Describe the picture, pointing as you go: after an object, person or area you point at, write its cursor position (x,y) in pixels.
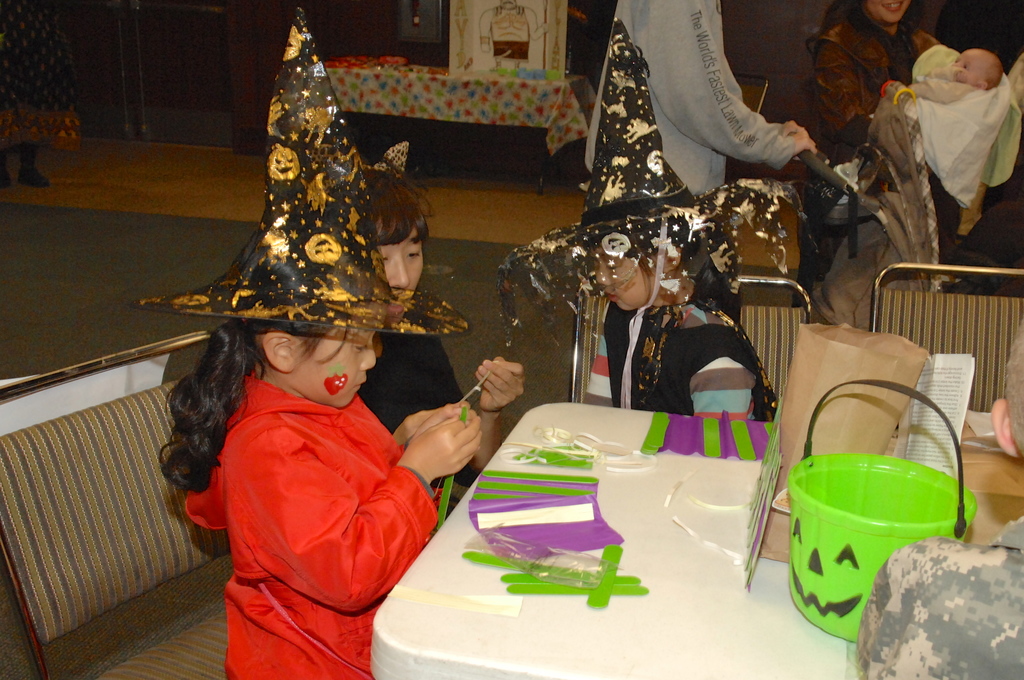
In the foreground of this image (337,475), there are girls (363,443) sitting on the chairs (776,359) near a table (693,585) on which, there are few decorative objects (577,533), a green bucket (871,541), a cover (825,375) and a paper (943,392) on it. On the right bottom (974,635), there is a man (989,635) and there is a woman (404,252) seems like sitting down behind the girl (349,409) and those two girls (343,419) are wearing hats (328,249) on their heads (646,216). In the background (727,149), there are persons (727,143) standing, few objects (454,50) on the table (432,105) and a person (37,112) is on the left top corner (46,119).
